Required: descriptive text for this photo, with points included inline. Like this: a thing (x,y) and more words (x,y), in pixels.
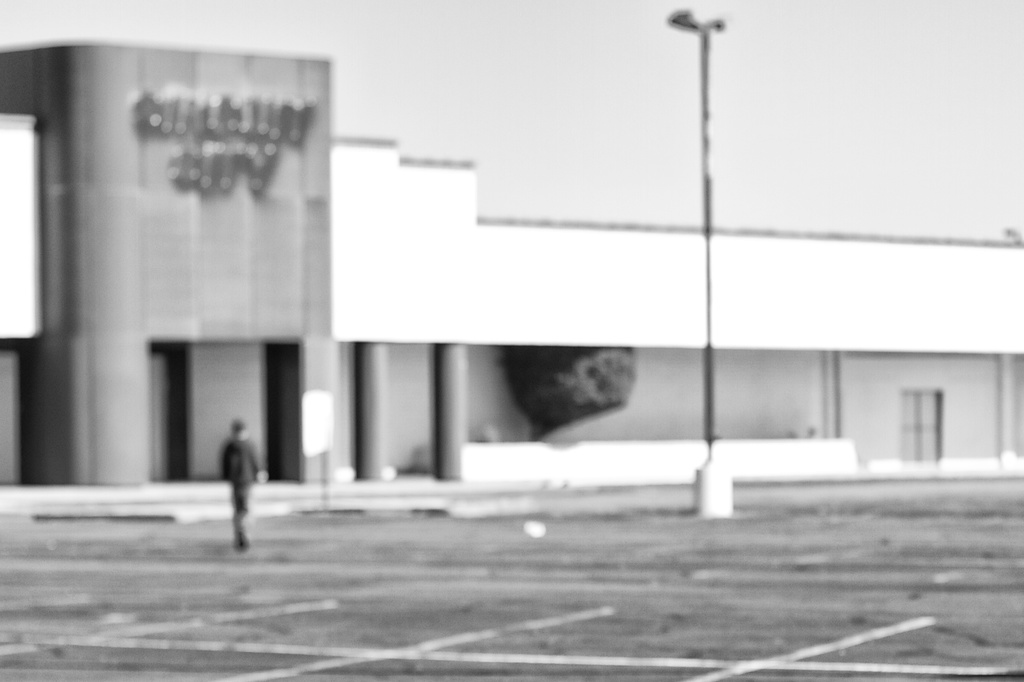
This is a black and white picture, in this image we can see a building (213,264), on the building (224,271) we can see some text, there are some pillars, pole (709,458) with lights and a person (242,451), in the background (679,121) we can see the sky (696,115).
